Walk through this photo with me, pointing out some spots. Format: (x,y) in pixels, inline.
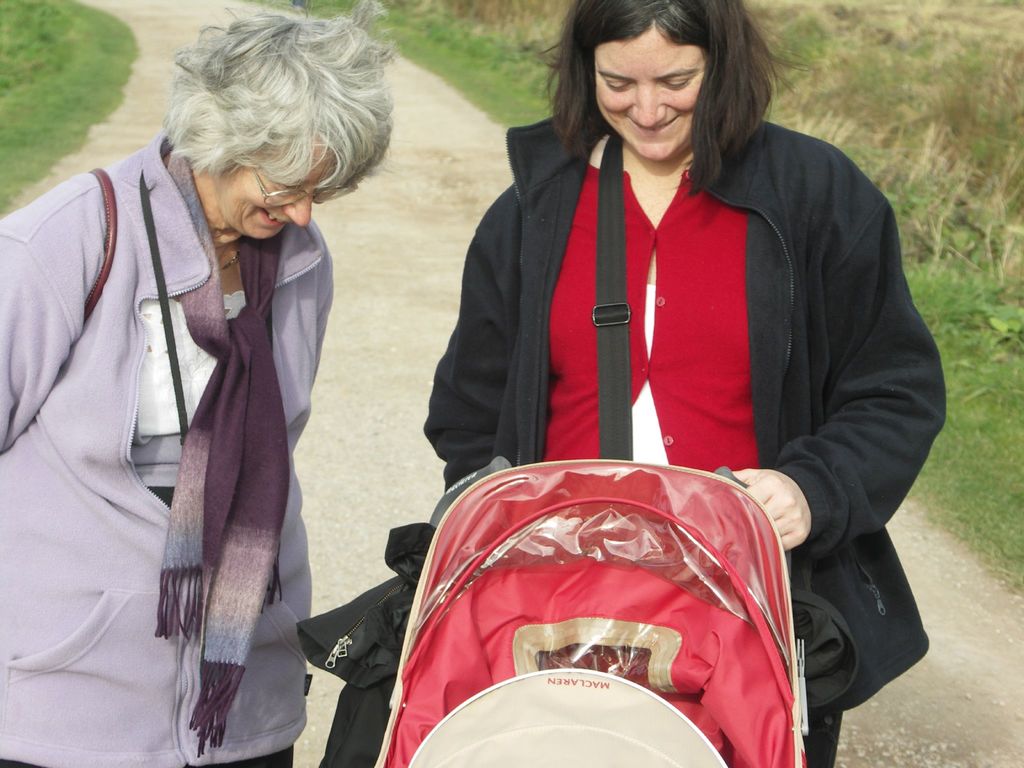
In the image two people (687,435) are standing and laughing. The woman (800,231) with black jacket (774,429) is holding a baby traveler (607,610). In the image both left (47,75) and right side (1000,161) is having a grass (481,29) and in the middle (362,298) there is a road (398,337).
